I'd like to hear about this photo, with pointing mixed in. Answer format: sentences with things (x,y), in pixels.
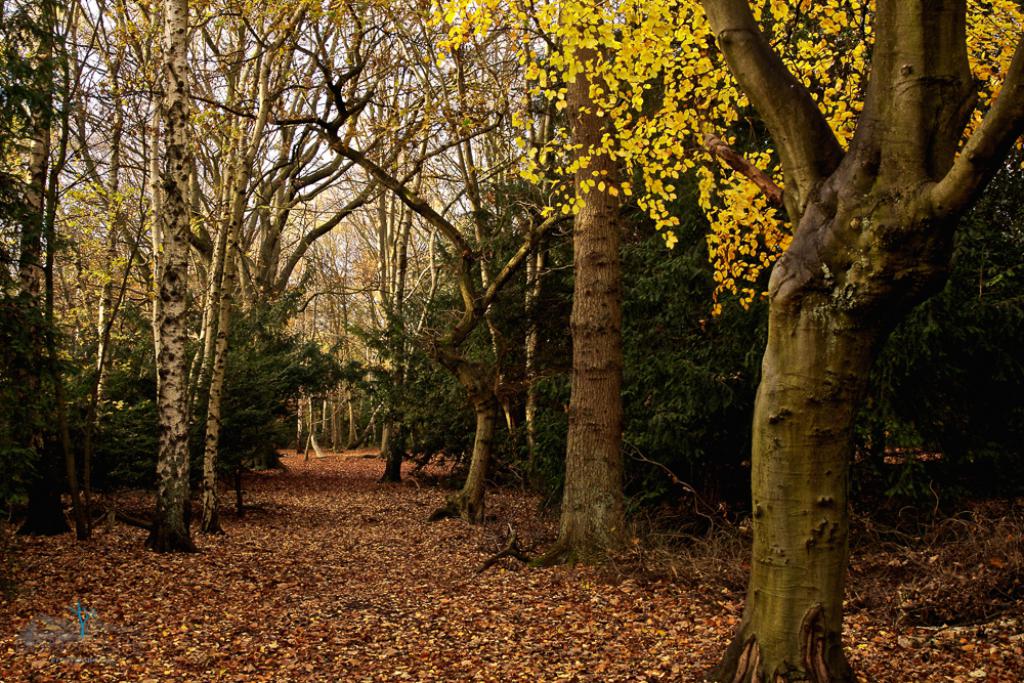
In this image there are trees (381,205), on the surface (363,493) there are dry leaves (384,549).
